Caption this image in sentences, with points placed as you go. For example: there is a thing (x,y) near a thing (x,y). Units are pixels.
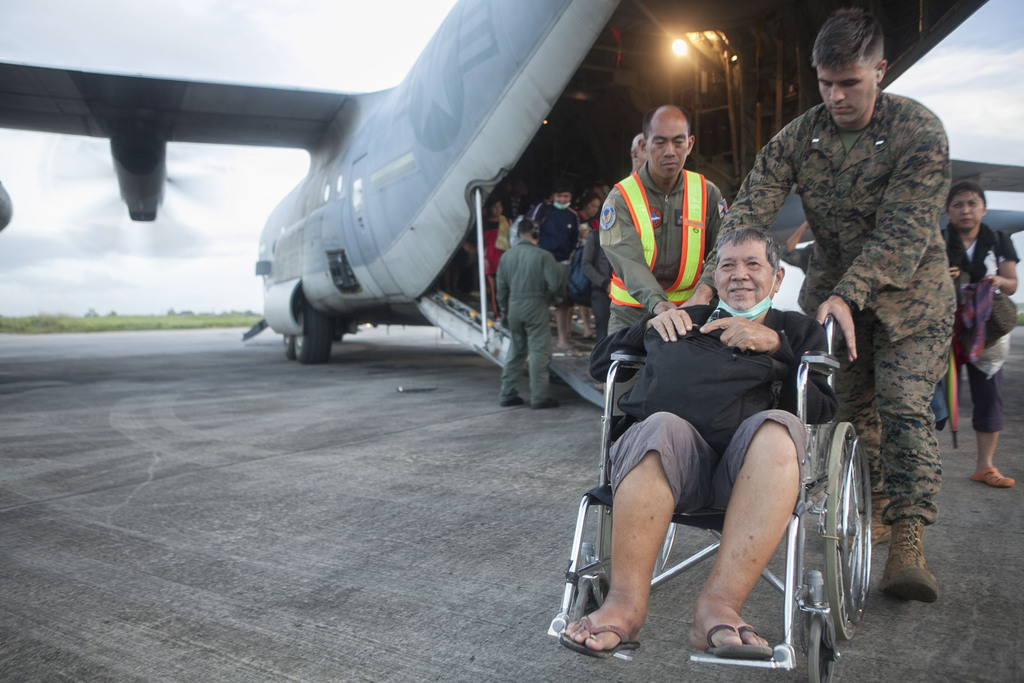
In this image I can see people (678,287) where one is sitting on a wheelchair (833,471) and rest all are standing. I can also see few of them are wearing uniforms (849,263). In the background (292,243) I can see an airplane (288,244), a light (681,51) and the sky (245,70).
